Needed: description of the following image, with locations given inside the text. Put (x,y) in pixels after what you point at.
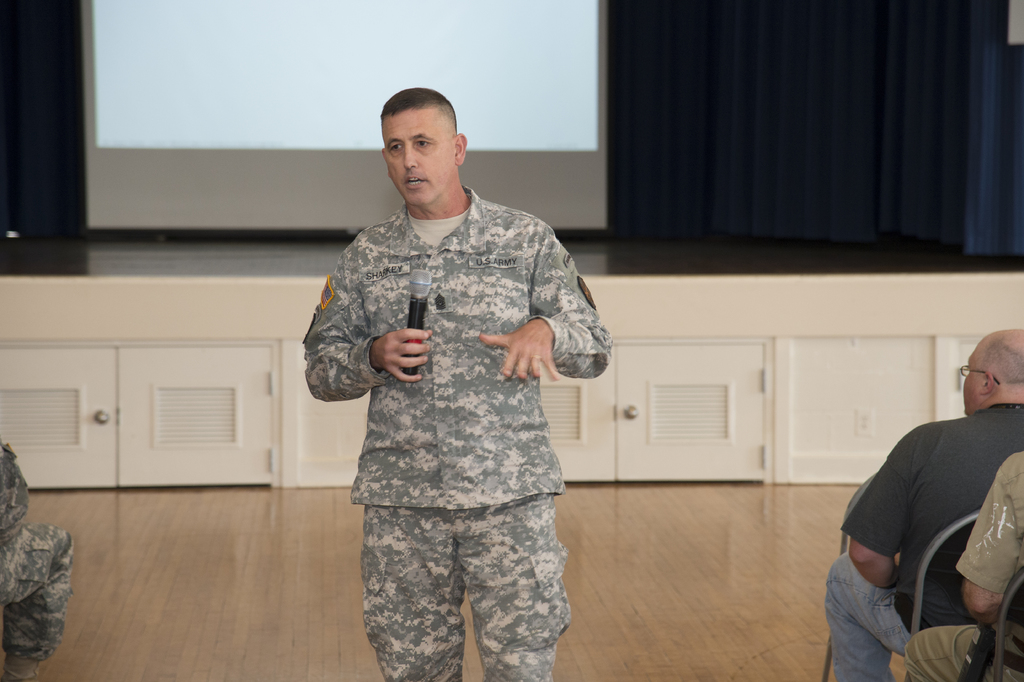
In this image, we can see a person (464,482) in a military dress (445,447) is talking and holding a microphone (413,309). He is standing. On the right side (853,673) and left side (23,607), we can see few people (32,651) are sitting. Background (265,86) we can see the stage (743,294), screen (569,120) and curtains (941,154). Here it looks like a cupboards (759,424).
